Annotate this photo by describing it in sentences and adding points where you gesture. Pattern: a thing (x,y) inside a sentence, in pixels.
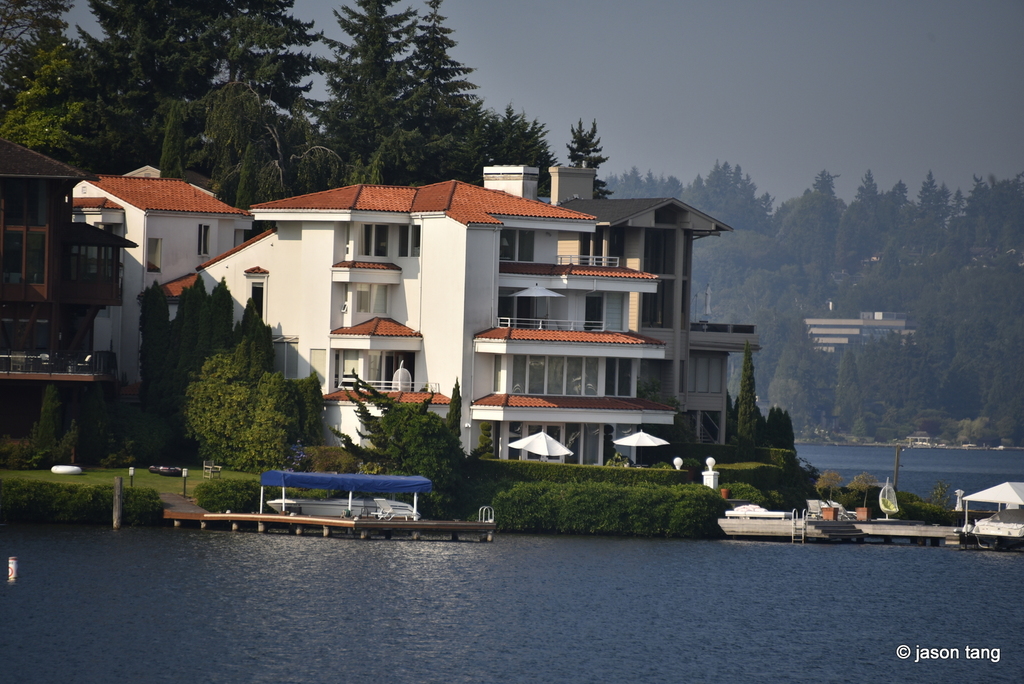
In this image we can see some buildings (546,389), trees (253,460), plants (298,464), grass (232,472), poles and other objects (1020,537). In the background of the image (581,101) there are trees (694,182), buildings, the sky (996,157) and other objects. At the bottom of the image (838,666) there is water (838,666). On the image there is a watermark (933,657).
